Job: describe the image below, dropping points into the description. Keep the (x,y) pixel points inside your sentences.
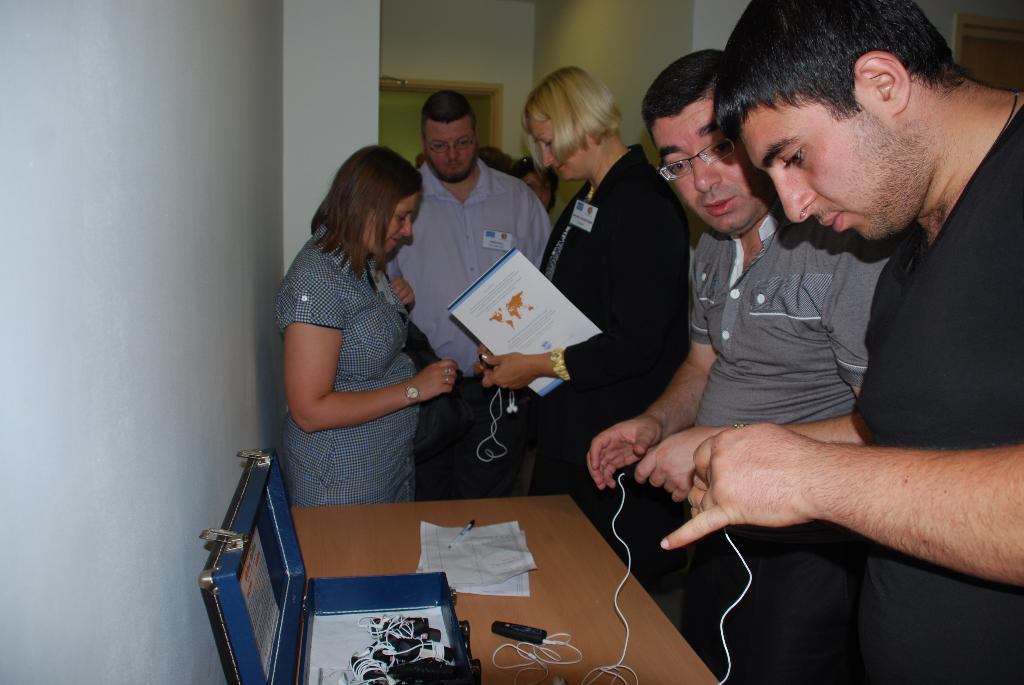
In this image we can see a few people (529,406), one of them is holding a file (536,330), there is a table (540,578), on that there is a briefcase (432,599), papers (488,580), pen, and some other objects (542,660), there are some objects (414,651) in the briefcase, also we can see the walls (369,110).
